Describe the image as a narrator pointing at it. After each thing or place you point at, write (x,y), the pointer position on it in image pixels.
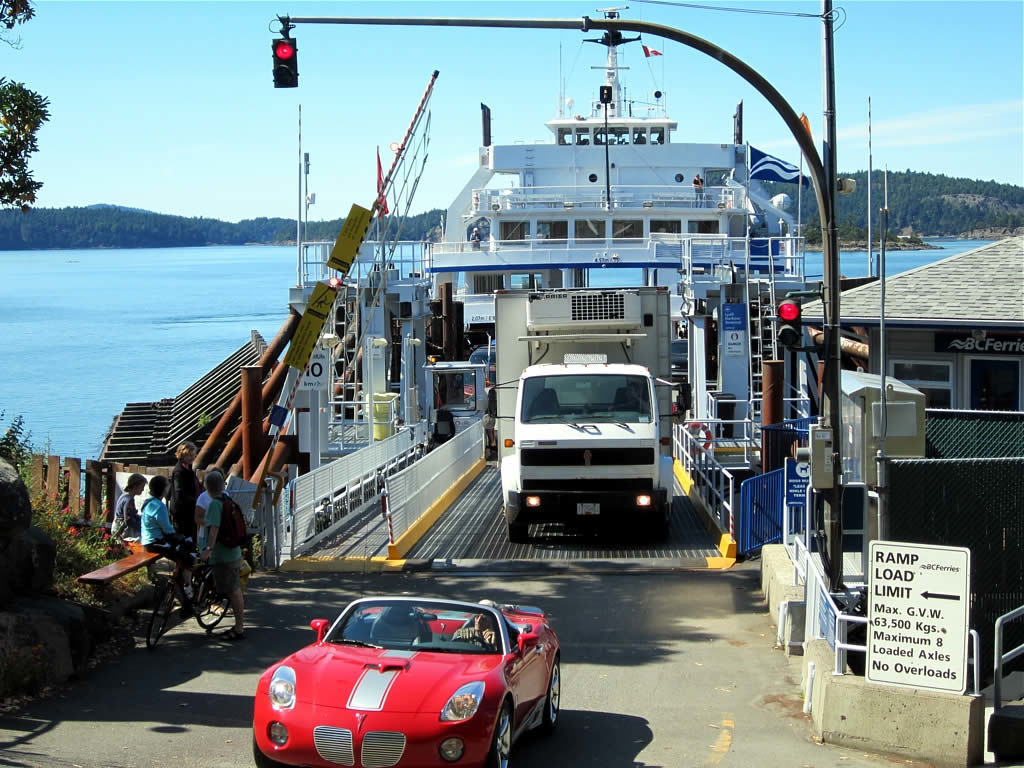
This image is clicked on the road (614,749). There is a car (484,662) moving on the road (671,737). To the left (210,520) there a few people (159,517) standing. There is a person (236,587) holding a bicycle (198,596). Behind the car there is a truck (555,366). Beside the truck (641,427) there is a railing (399,460). Behind the railing (680,442) there is a cabin (906,345). Behind the truck (558,353) there is a ship (616,202). There is water (254,276) in the image. In the background (998,199) there are mountains (920,192). At the top (415,56) there is the sky (159,91). To the right (874,644) there is a board (918,608) to the railing (700,444). There is text (916,625) on the board (913,620). Beside the board (889,586) there is a traffic signal pole (833,337).
